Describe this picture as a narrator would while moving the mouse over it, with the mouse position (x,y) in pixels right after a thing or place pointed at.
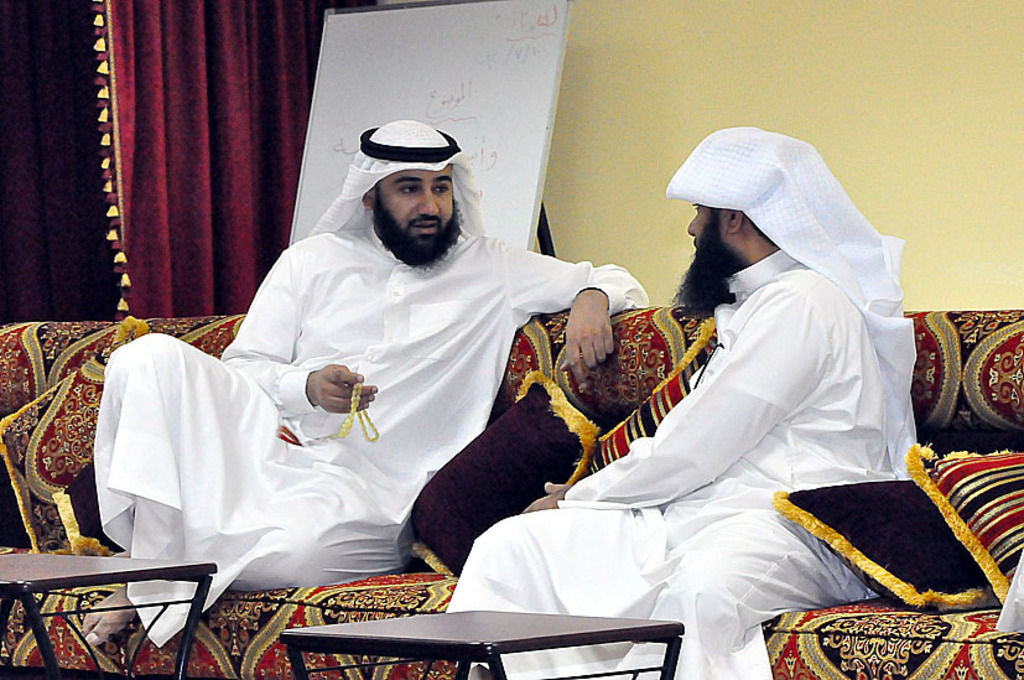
In the picture we can find two men (574,268) sitting on a sofa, the men (780,174) are wearing a white dress (764,389). In the background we can find a red curtain (253,121) and a white board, two men (711,417) are with beard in sofa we can find some pillows (86,392) in front of them we can find two tables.
